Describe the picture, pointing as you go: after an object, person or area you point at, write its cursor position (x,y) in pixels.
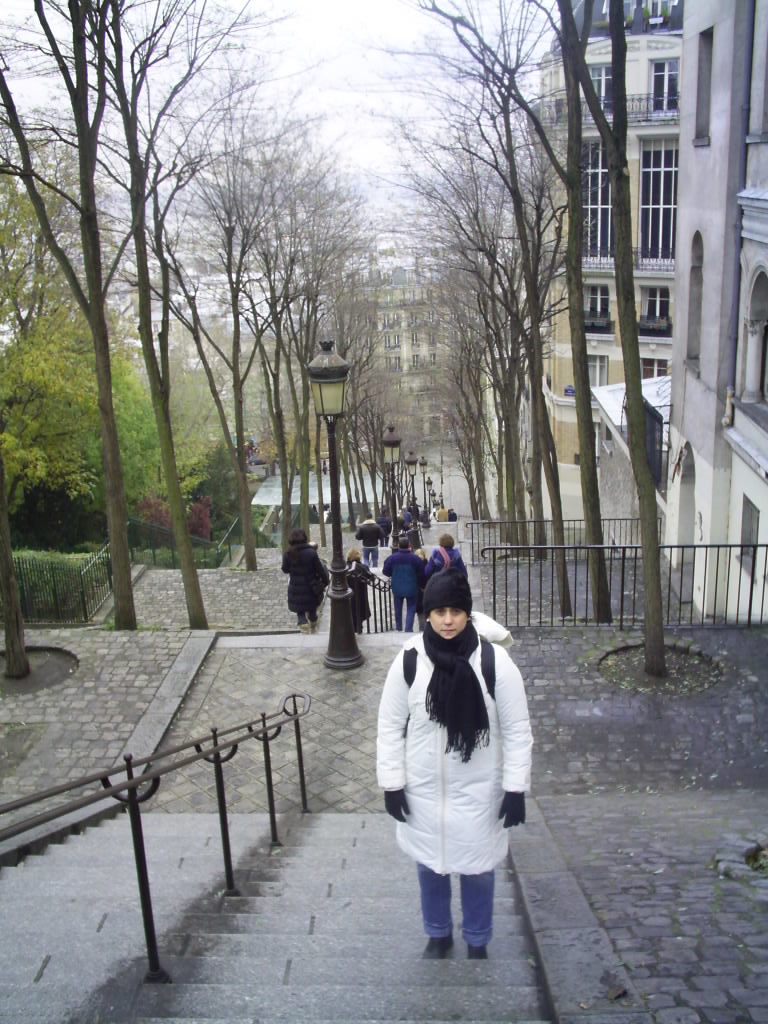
In the center of the image (426,572) there are people (380,719) climbing staircase (291,971). In the background of the image (422,430) there are buildings (567,438), trees (539,433). There is a staircase railing (187,759).
